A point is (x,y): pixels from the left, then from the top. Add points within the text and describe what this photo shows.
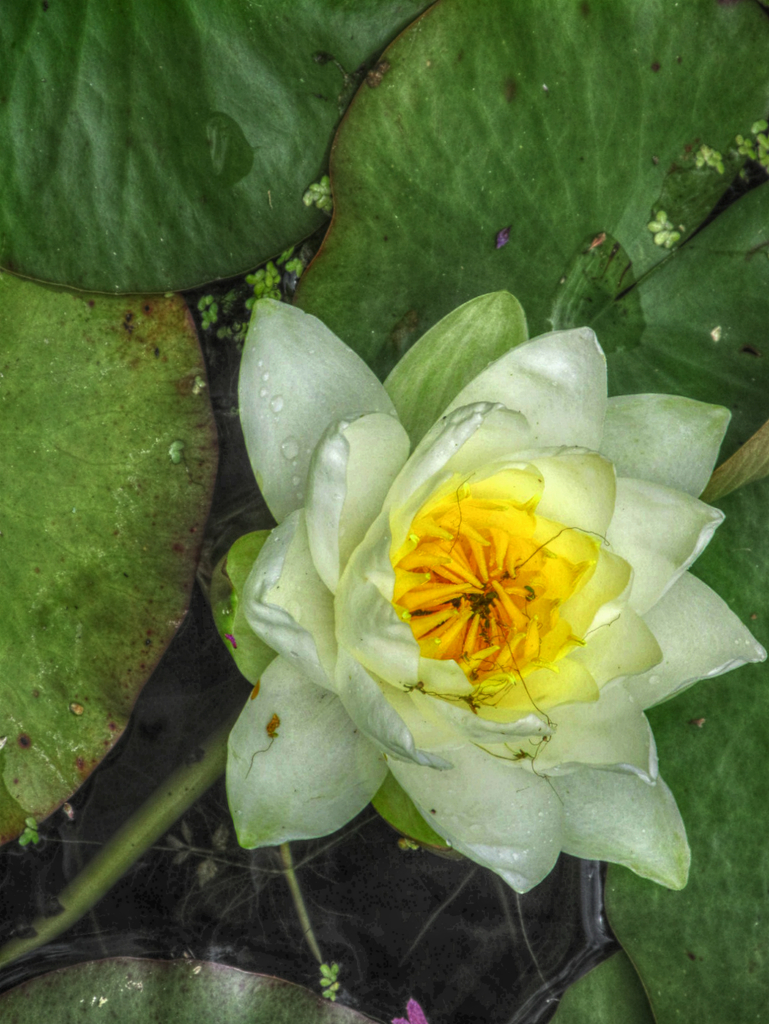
In this picture we can see a flower (241,647) and leaves (553,275).
